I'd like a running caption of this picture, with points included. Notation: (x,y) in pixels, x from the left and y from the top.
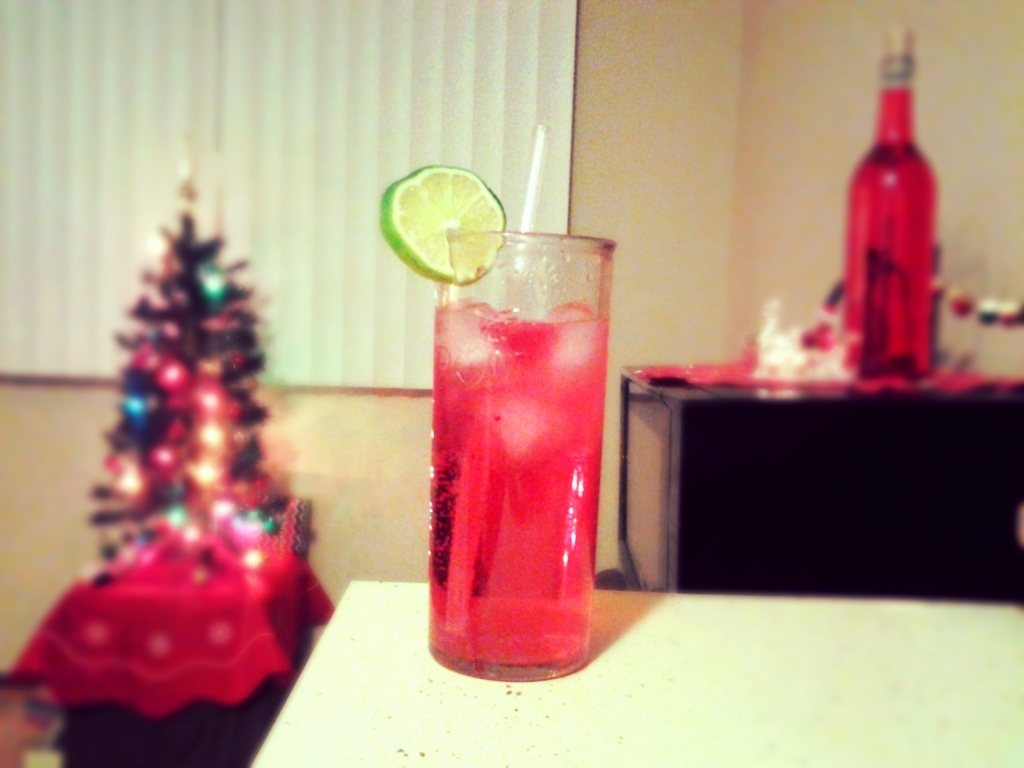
In this picture we can see a glass (461,441) with ice cubes (473,352) in it and lemon (460,223) attached to it this is on table (585,706) and in background (903,86) we can see bottle (854,250), microwave oven (692,445), window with curtain (242,136), Christmas tree (212,358).
